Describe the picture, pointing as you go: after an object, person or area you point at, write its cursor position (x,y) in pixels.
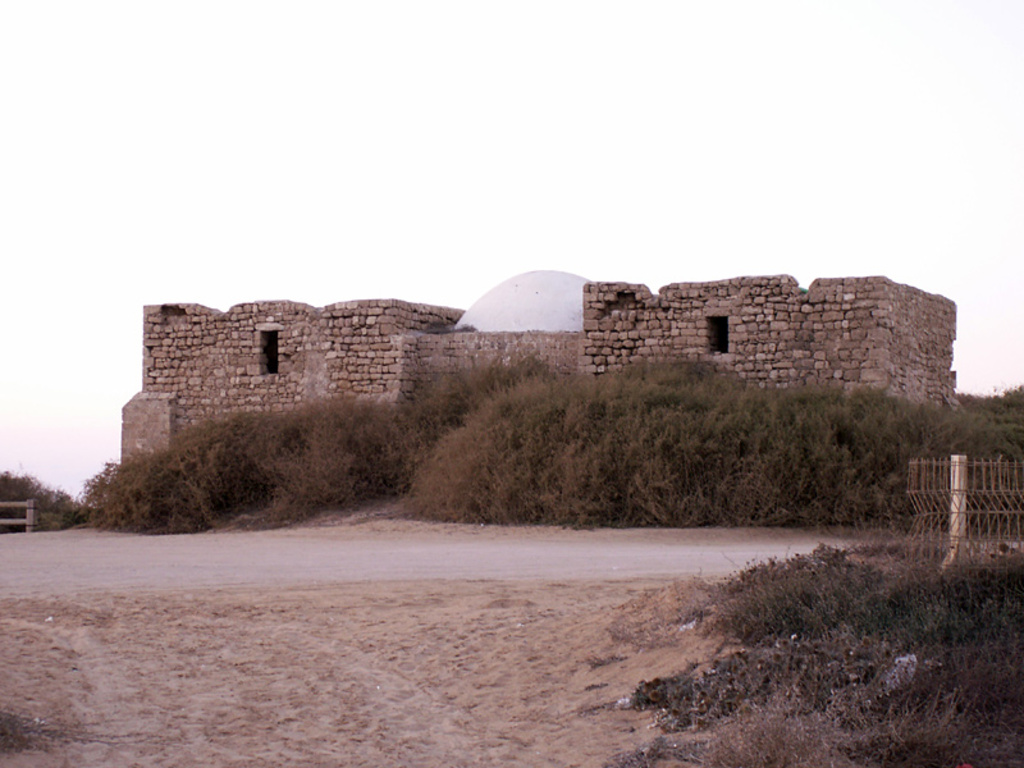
In the image there is a fort (345,373) in the back (544,360) with plants (581,436) in front of it, followed by a road (346,576) and above its sky (305,177).
